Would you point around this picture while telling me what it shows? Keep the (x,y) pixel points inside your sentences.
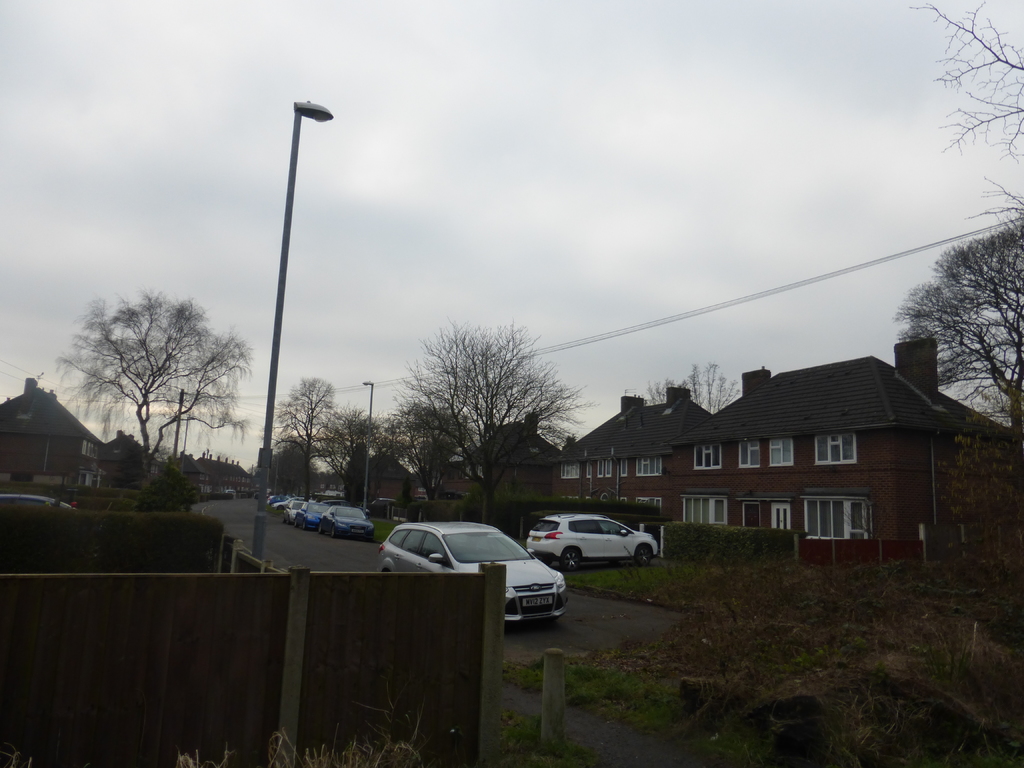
In the image I can see buildings (891,462), glass windows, trees (101,361) light-poles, vehicles (334,518), wooden fencing (372,619) on the road (362,561). The sky (429,222) is in blue and white color.
